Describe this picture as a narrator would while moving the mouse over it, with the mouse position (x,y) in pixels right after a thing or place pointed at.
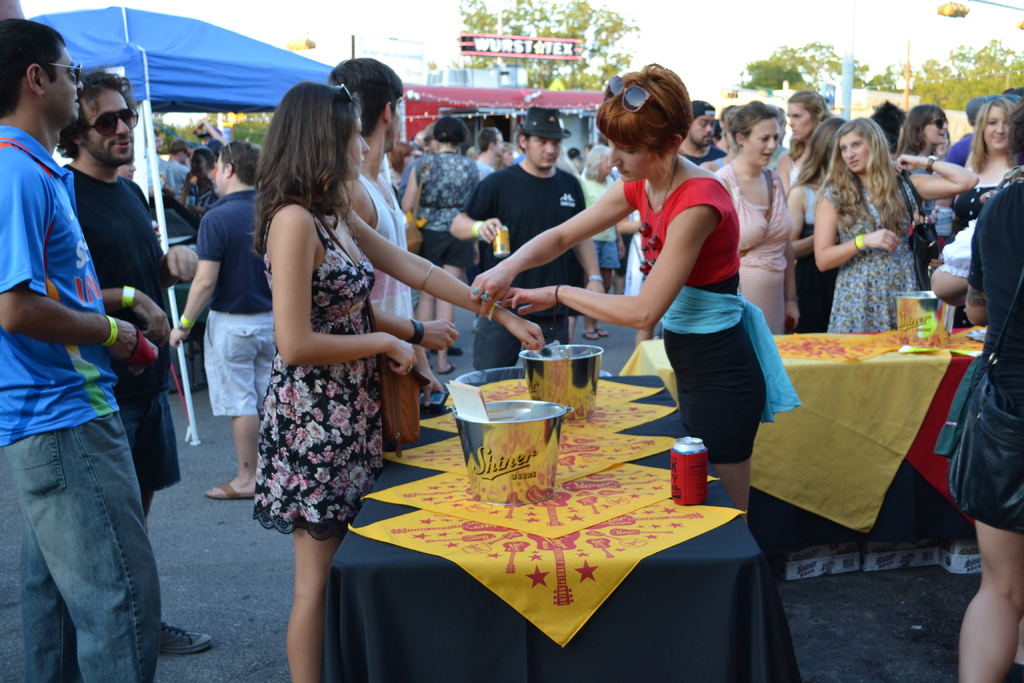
In this image in the front (604,505) there is a table (558,599), on the table (541,538) there are buckets (543,401) and there is a tin can (695,481) and there are persons (527,215) standing and walking. In the background (150,98) there is a tent (191,68) which is blue in colour, there are trees (803,83), poles (847,85), there is a board (533,48) with some text (518,47) written on it and there are houses (567,94) and at the top (763,28) we can see sky (776,36).
